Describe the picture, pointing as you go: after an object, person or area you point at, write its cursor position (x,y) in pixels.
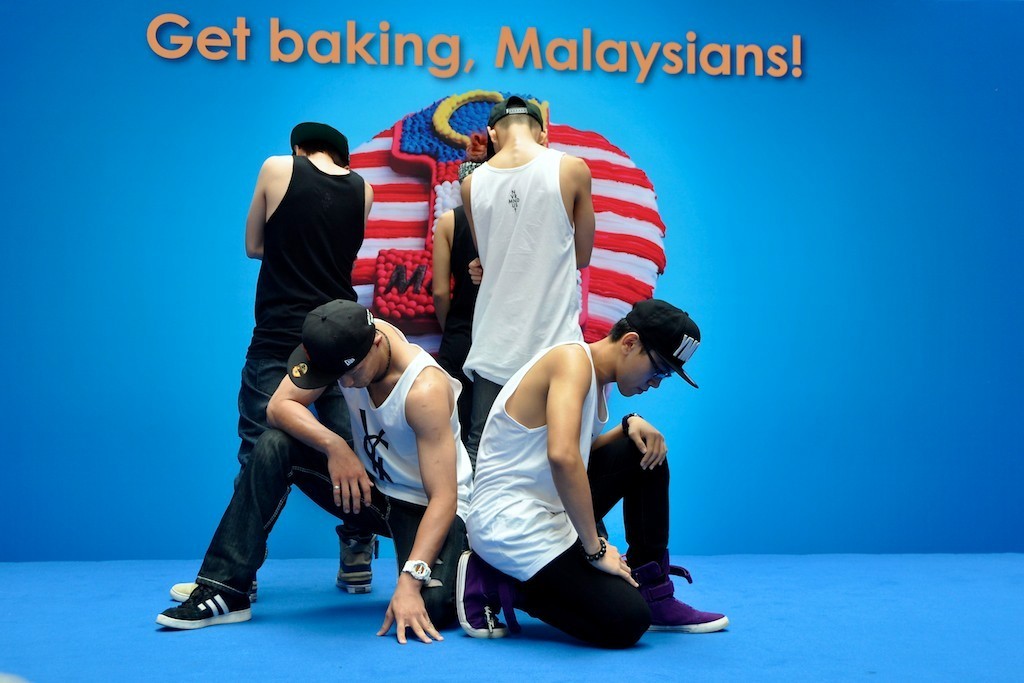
In this image I can see the group of people (406,551) with white and black color dresses (451,561) and I can see these people (359,351) with caps (312,362). In the background (424,288) I can see an object (394,274) and there is something is written. I can see the blue color background (865,148).
